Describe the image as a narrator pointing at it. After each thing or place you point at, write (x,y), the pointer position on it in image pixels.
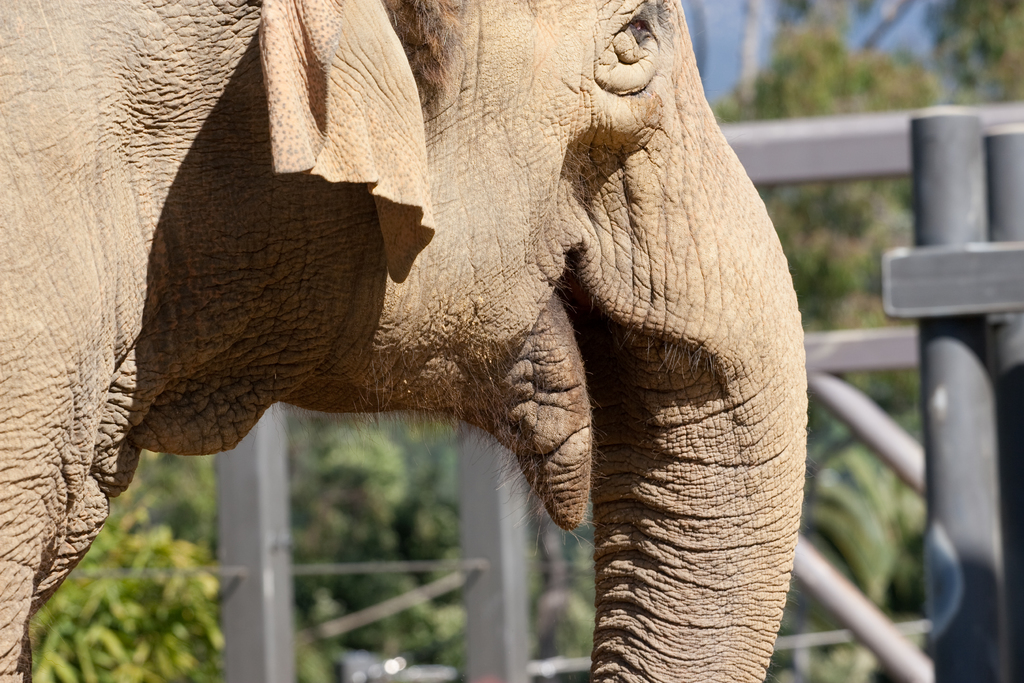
There is a gray color elephant (606,115) near gray color gate (892,466). In the background (858,579), there are trees (899,403).
